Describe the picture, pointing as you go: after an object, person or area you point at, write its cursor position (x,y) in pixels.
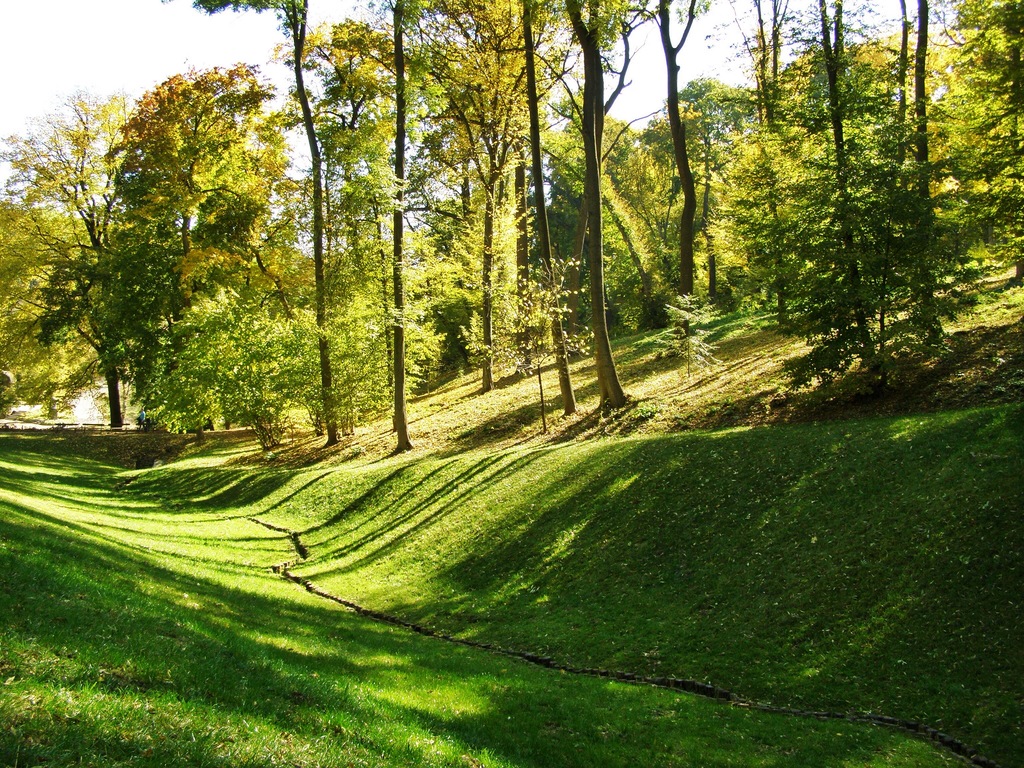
In this picture I can see many trees (724,163), plants (917,333) and grass (370,576). In the top left corner (0,34) there is a sky (3,21). On the right (815,454) I can see the mountain (955,513).
